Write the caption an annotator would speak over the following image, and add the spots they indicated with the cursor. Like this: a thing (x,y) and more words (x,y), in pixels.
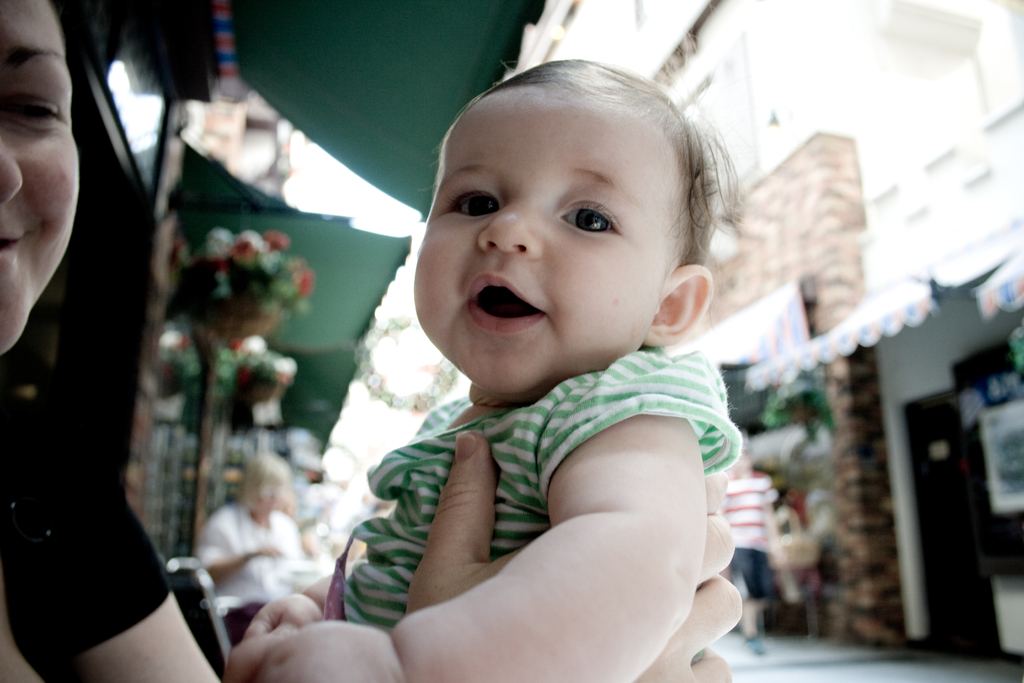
On the left (133,560) a woman (439,539) is holding a kid (414,549) in her hands (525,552). In the background (262,286) the image is blur but we can see a woman (222,538) is sitting on a chair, man (740,499) walking on the road (792,658), house plants (246,340), buildings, boards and other objects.
